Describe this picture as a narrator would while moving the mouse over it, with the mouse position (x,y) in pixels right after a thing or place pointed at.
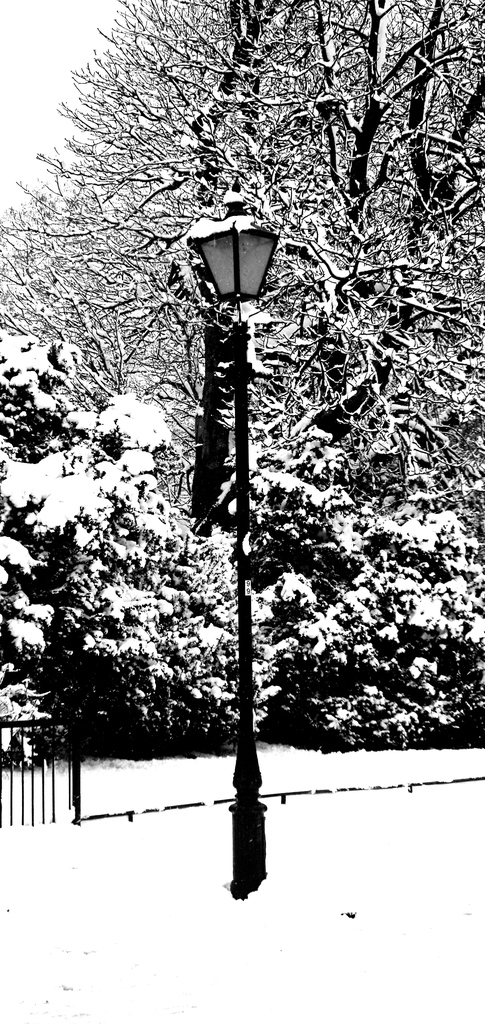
This is a black and white image where we can see the snowfall (482,629), light pole (249,371), fence (20,723) and the trees (262,358) covered with snow (7,356).
